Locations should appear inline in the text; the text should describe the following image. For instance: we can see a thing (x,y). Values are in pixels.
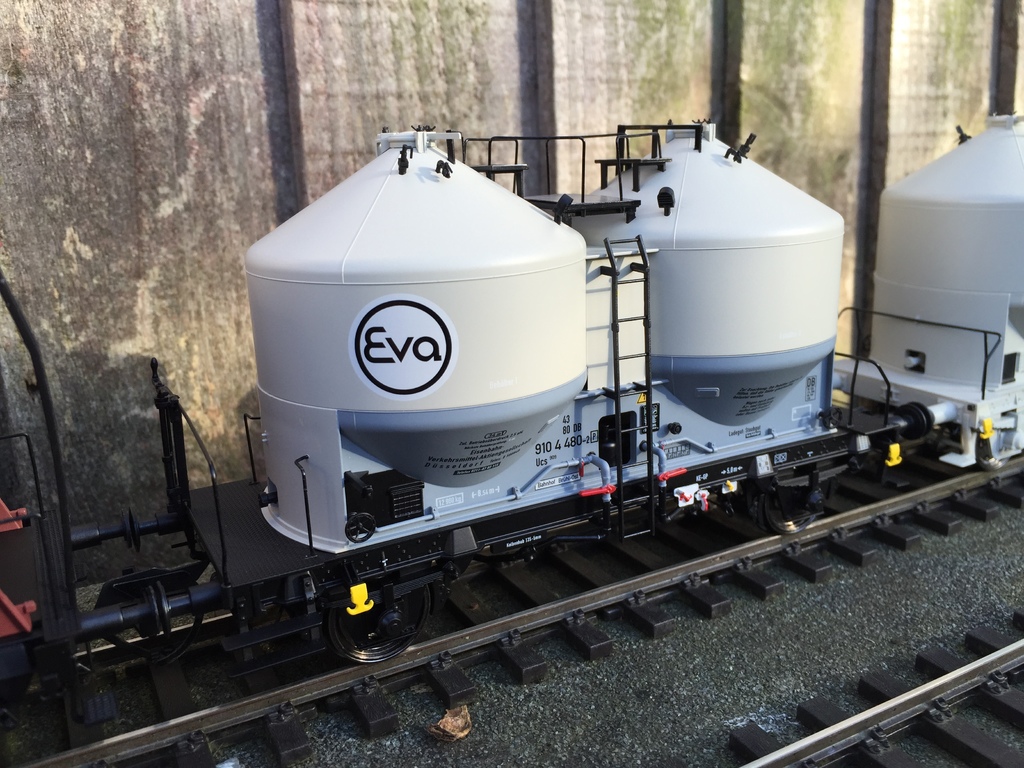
In this image we can see some toys (1005,388) placed on the surface (775,723). At the top of the image (632,77) we can see a wall (577,72).
